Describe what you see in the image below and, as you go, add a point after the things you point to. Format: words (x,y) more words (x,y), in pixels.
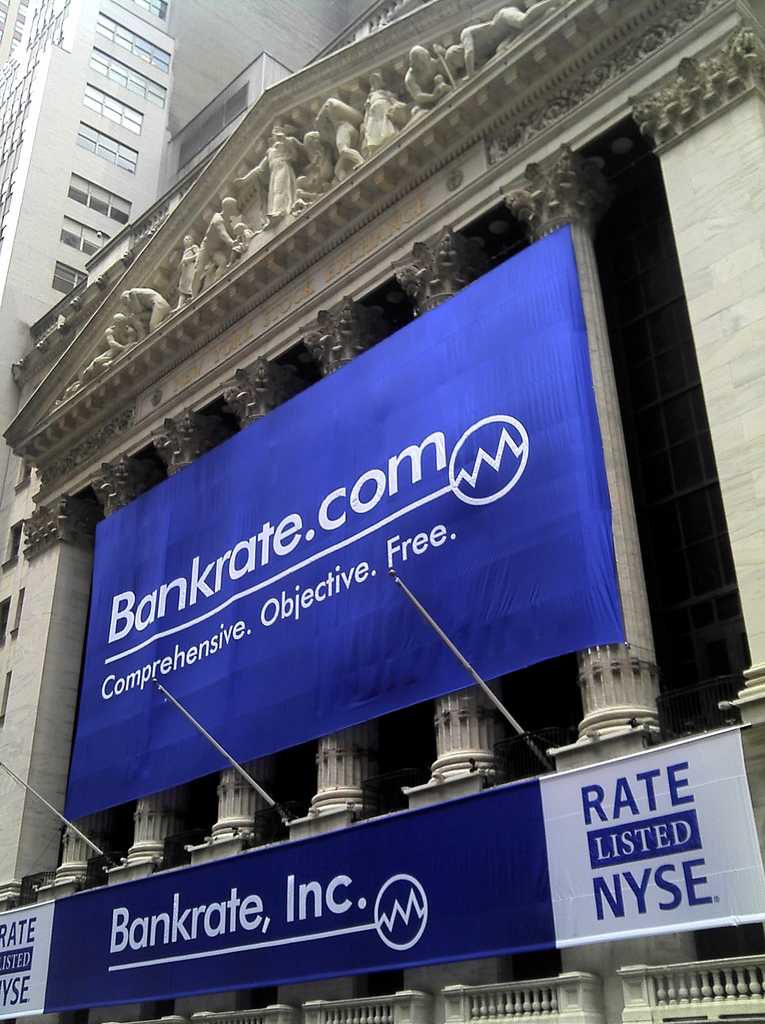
This is the front view of a building (700,416) where we can see sculptures (446,50) and banners (284,855). At the top of the image (195,25), there is a building (48,78) with glass windows (137,119).
